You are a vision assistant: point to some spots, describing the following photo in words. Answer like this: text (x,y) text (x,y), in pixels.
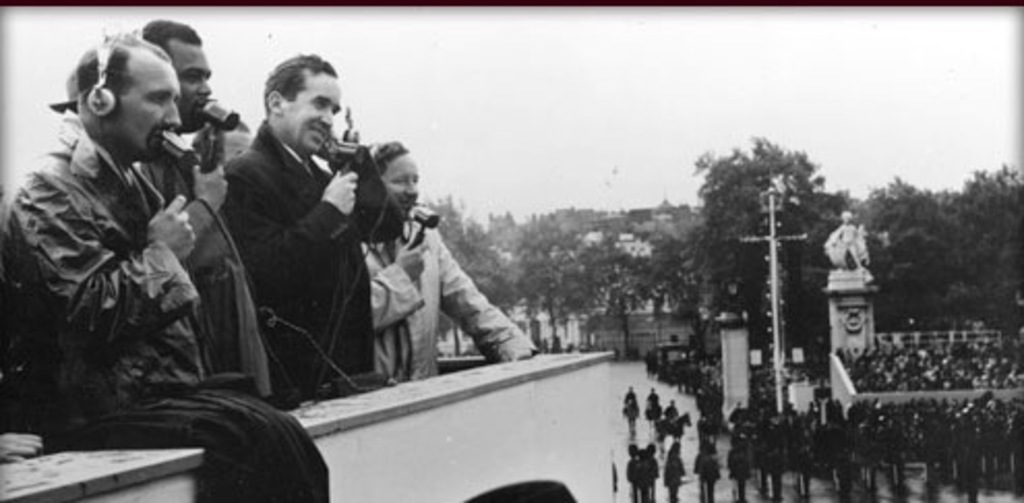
There are some people (206,251) standing on the left side (153,209). They are holding mics (212,152). One person (127,147) is wearing a headphones (97,81). On the right side (752,405) there are many people (792,433). There is a pole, building (647,241) and trees (871,242). In the background (693,95) there is sky (685,91). And it is a black and white picture.
